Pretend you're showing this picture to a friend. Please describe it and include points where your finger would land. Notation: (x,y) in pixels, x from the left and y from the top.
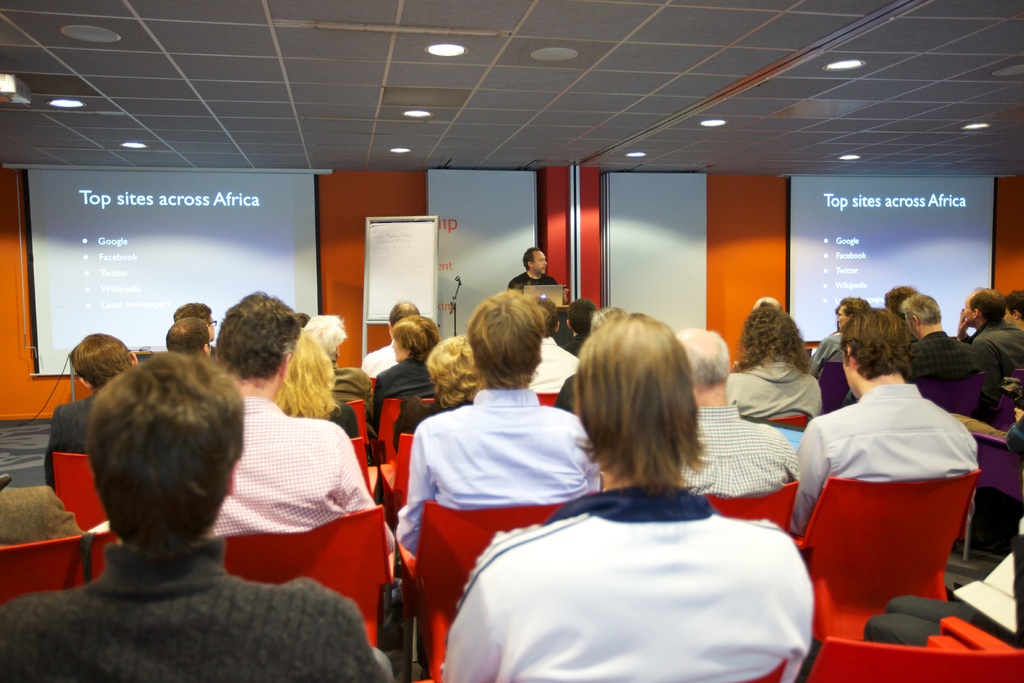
In this picture we can see there is a group of people (556,499) sitting on chairs (372,472) and a person (528,261) is standing. In front of the man (524,274) there is a laptop (543,289) and on the left side of the man (527,284) there is a stand (453,306). Behind the people (519,312) there are projector screens (857,244) and an orange wall (743,218) and at the top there are ceiling lights (837,63).
